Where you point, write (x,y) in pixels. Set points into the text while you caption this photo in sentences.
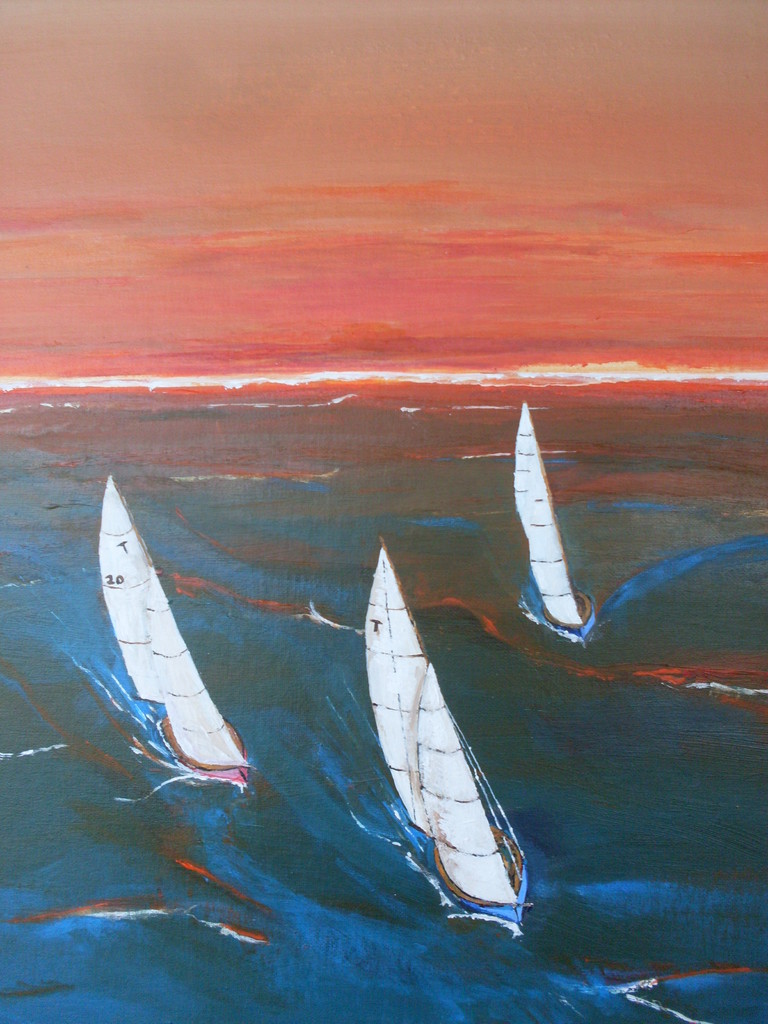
This picture is consists of a portrait (300,237), which consists of ships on the water (368,449).
